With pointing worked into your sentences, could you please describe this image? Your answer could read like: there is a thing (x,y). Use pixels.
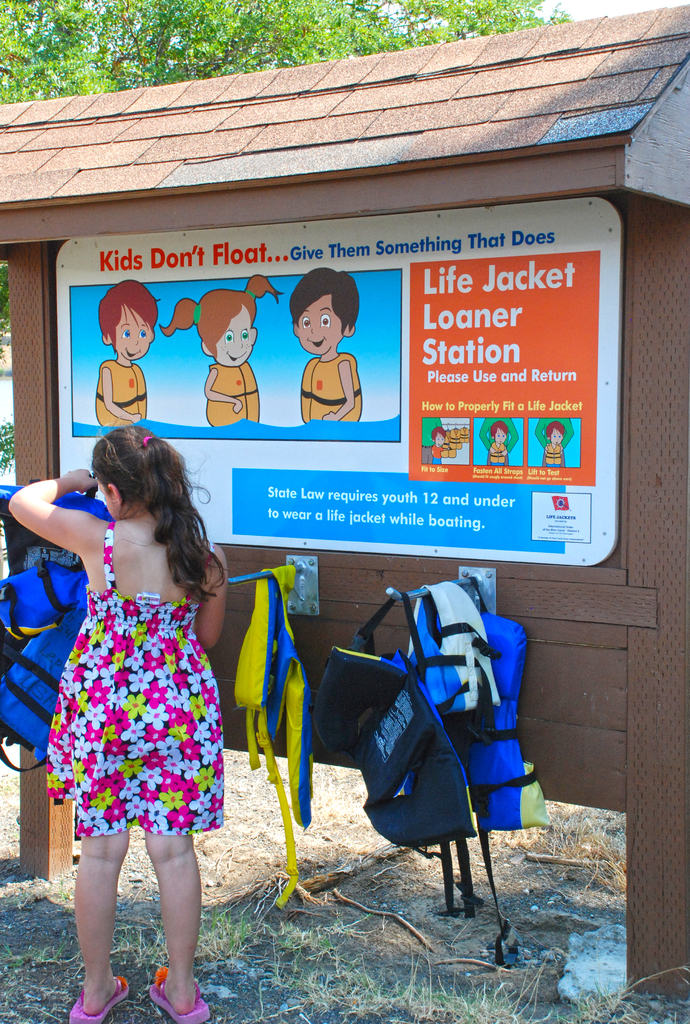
In this image there is a girl (157,631) in the middle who is standing on the ground (321,772). Beside the girl (205,703) there are jackets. In front of her there is a wall (652,370) on which there is a hoarding (350,339). In the background (242,13) there are trees (236,21). At the bottom (352,968) there is grass (366,999) on the ground (358,1009).
